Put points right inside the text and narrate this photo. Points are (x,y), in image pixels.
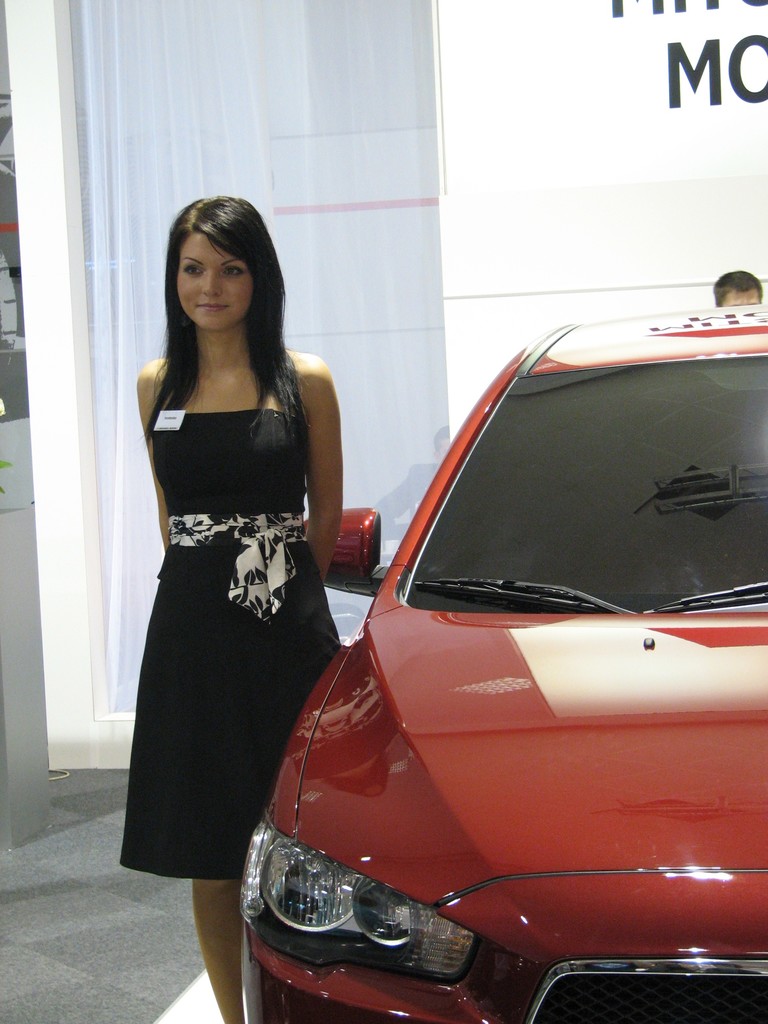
On the right side of the image (756,875) we can see a vehicle (759,985). Beside the vehicle (741,1003) a woman (218,219) is standing and smiling. Behind her there is a wall (756,65), on the wall (578,6) there is a curtain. Behind the vehicle (738,330) a person (745,302) is standing.
